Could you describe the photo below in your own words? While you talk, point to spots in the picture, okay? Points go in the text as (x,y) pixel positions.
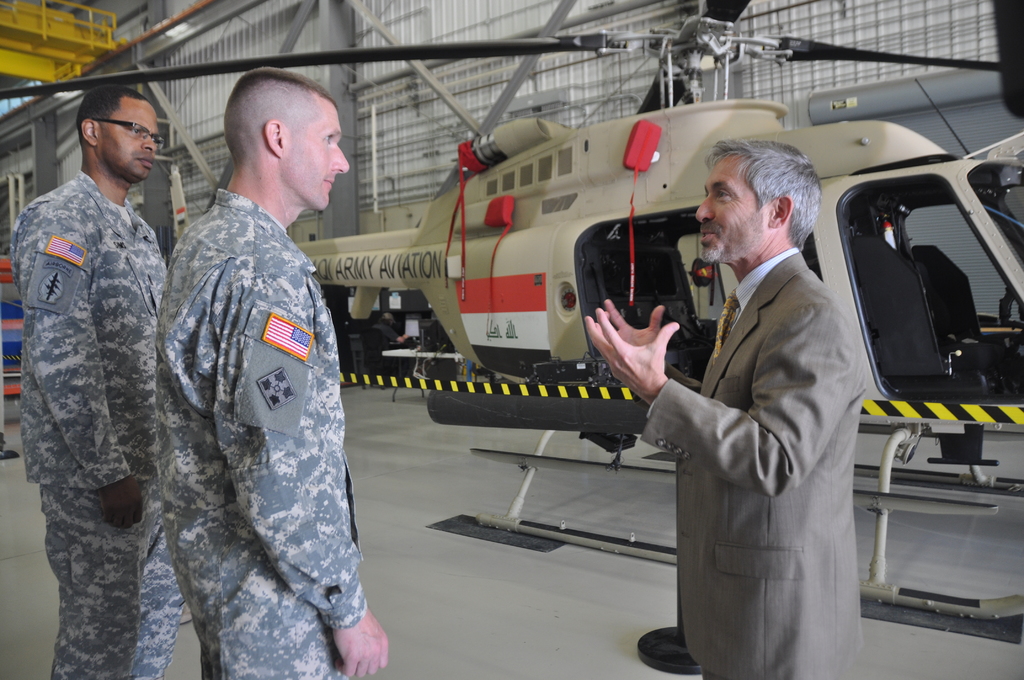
In this image in the foreground (44,447) there are three persons (808,410) one person (837,345) is talking and in the background (676,236) there is a helicopter (996,175), poles (150,40), pillars (339,36), lights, wall (210,101) and some objects (433,347).
